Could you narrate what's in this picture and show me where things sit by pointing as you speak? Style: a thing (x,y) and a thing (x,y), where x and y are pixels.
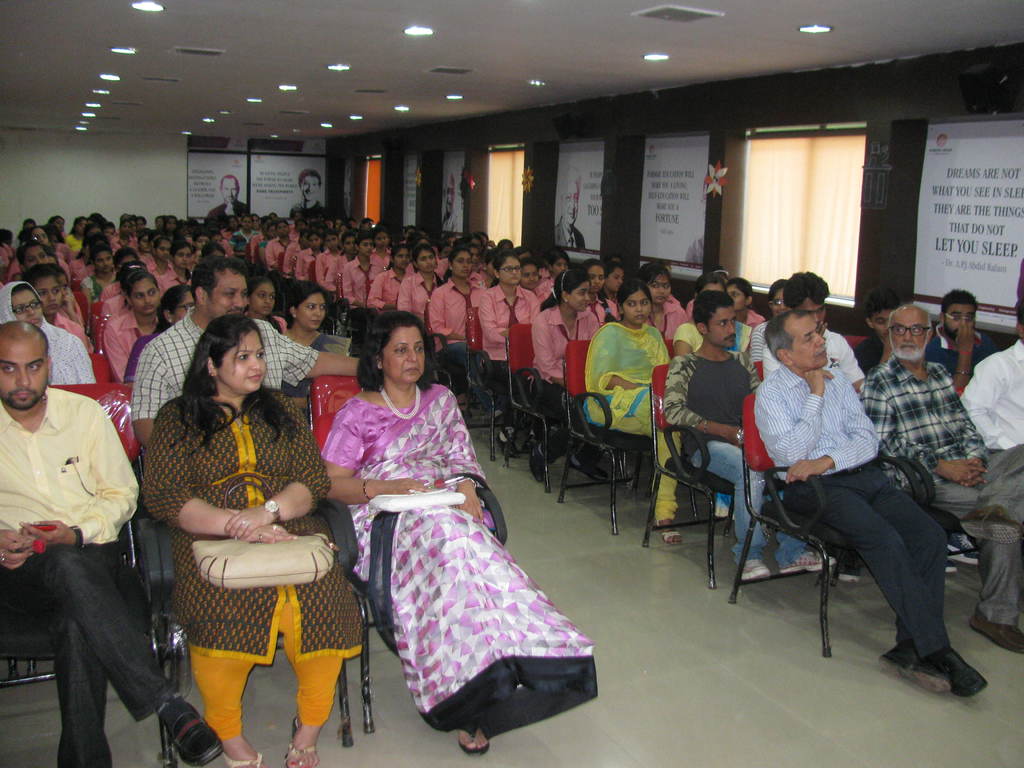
In this image I can see some people (657,330) are sitting on the chairs (618,476). I can see some text (937,194) written on the wall (435,200). At the top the lights (109,79).
